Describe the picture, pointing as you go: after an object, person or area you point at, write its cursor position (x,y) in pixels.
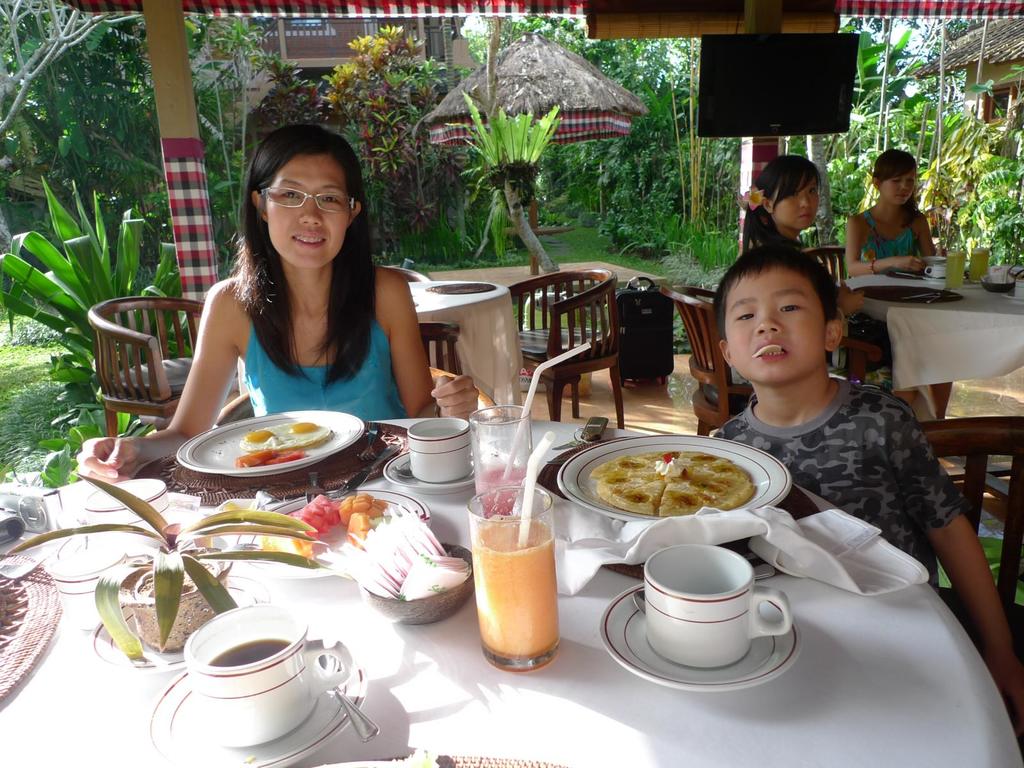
In this image i can see few persons (803,350) sitting on chairs (861,359) in front of a dining table (458,525), On the table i can see a cup (279,669), a plant (230,596), few bowls (434,612), few plates (276,426) and some food items (675,497). In the background (560,78) i can see few buildings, a hut (594,108), few trees (471,150) and the sky (927,50).
